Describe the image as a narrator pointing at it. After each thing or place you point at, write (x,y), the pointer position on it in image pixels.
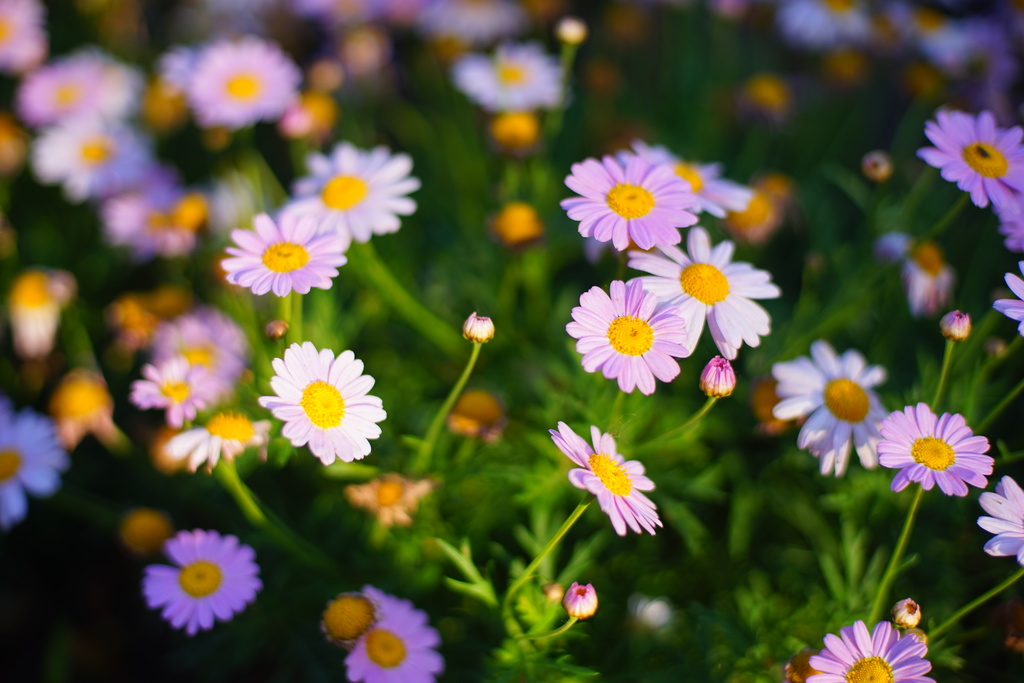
In this picture we can see plants (628,457) with flowers (572,477) and in the background (346,535) we can see it is blurry.
